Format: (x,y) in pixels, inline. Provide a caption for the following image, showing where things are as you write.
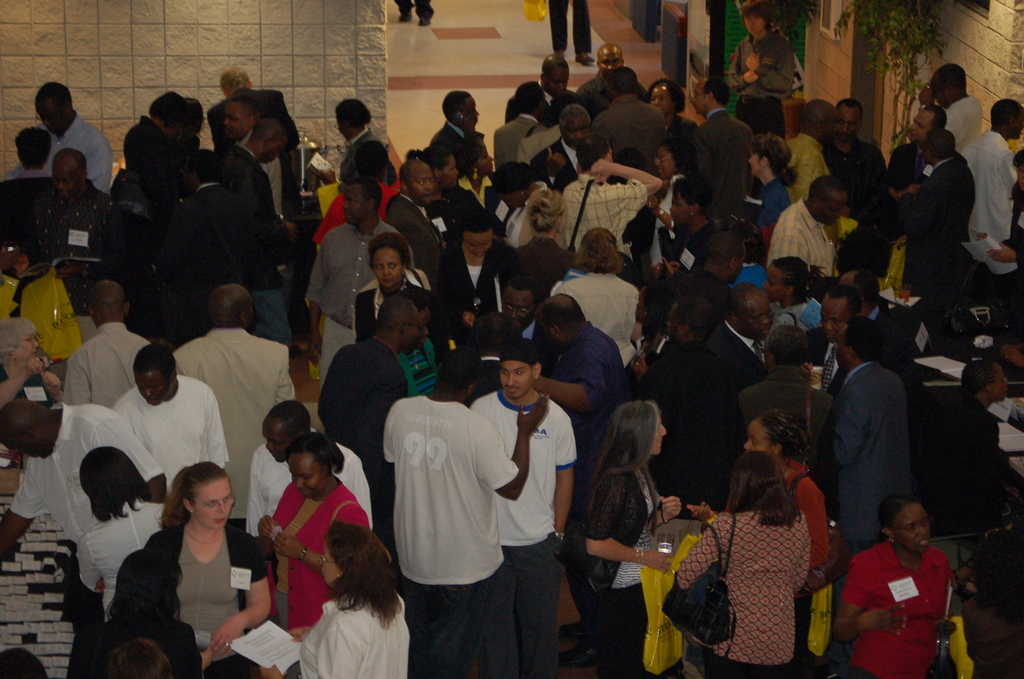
In the picture I can see group of people (513,370) are standing on the floor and holding some objects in hands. In the background (376,123) I can see a wall (267,71) and some other objects (875,62).
